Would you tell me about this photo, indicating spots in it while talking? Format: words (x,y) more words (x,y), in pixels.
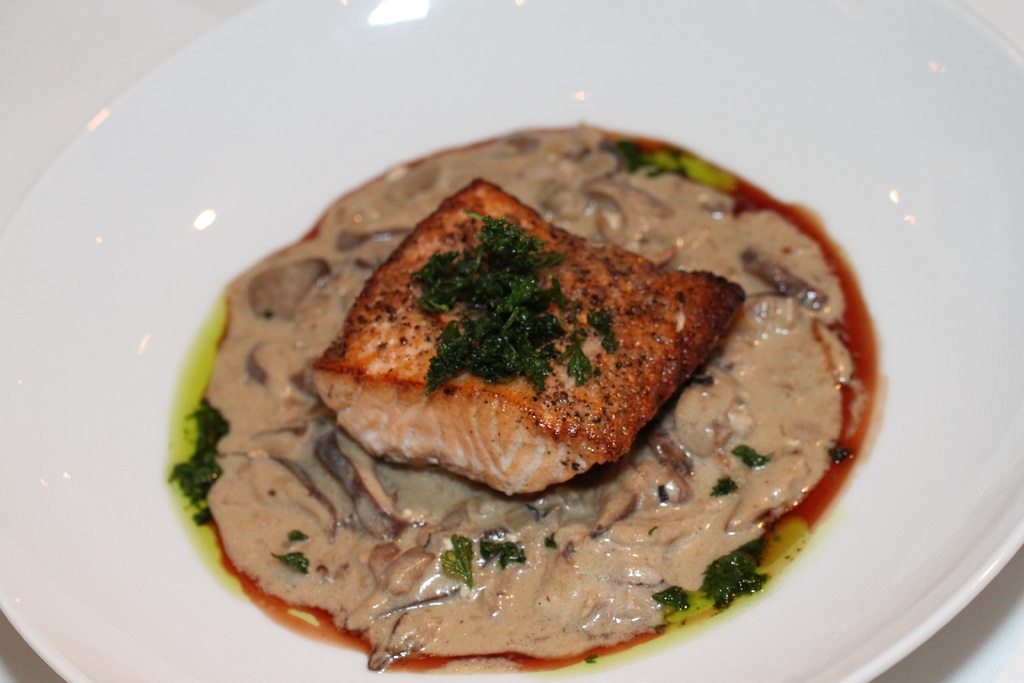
In this image we can see food (807,293) placed in a bowl (131,251) kept on the surface (60,110).
